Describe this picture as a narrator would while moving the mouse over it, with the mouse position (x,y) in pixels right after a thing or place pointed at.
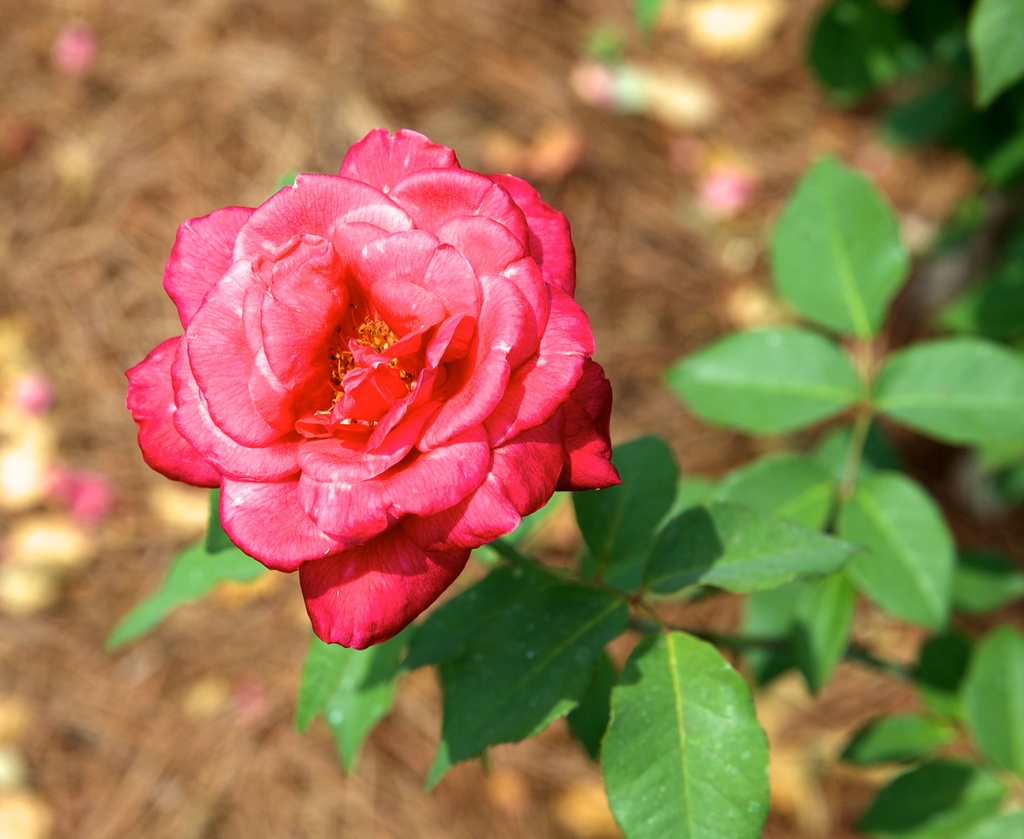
In this image we can see one plant (451,357) with red rose (451,387), some plants (1006,51), some objects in the background (1004,294) and the background (2,647) is blurred.
